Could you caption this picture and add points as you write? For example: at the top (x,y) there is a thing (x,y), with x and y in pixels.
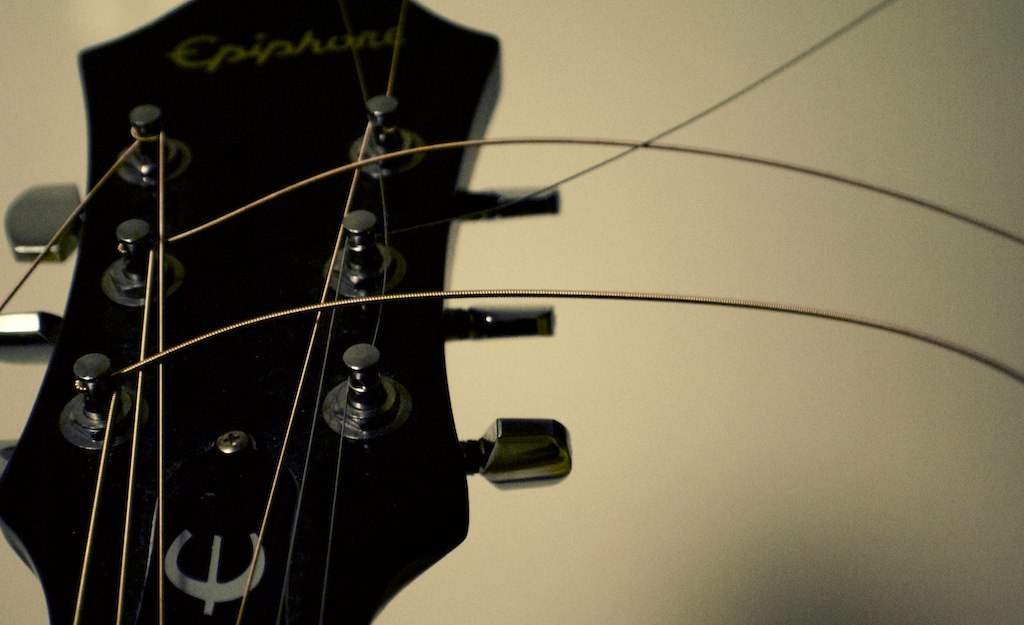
In the center of the image (414,231) we can see guitar (363,191) and strings (382,184). In the background (667,452) there is wall (674,475).
